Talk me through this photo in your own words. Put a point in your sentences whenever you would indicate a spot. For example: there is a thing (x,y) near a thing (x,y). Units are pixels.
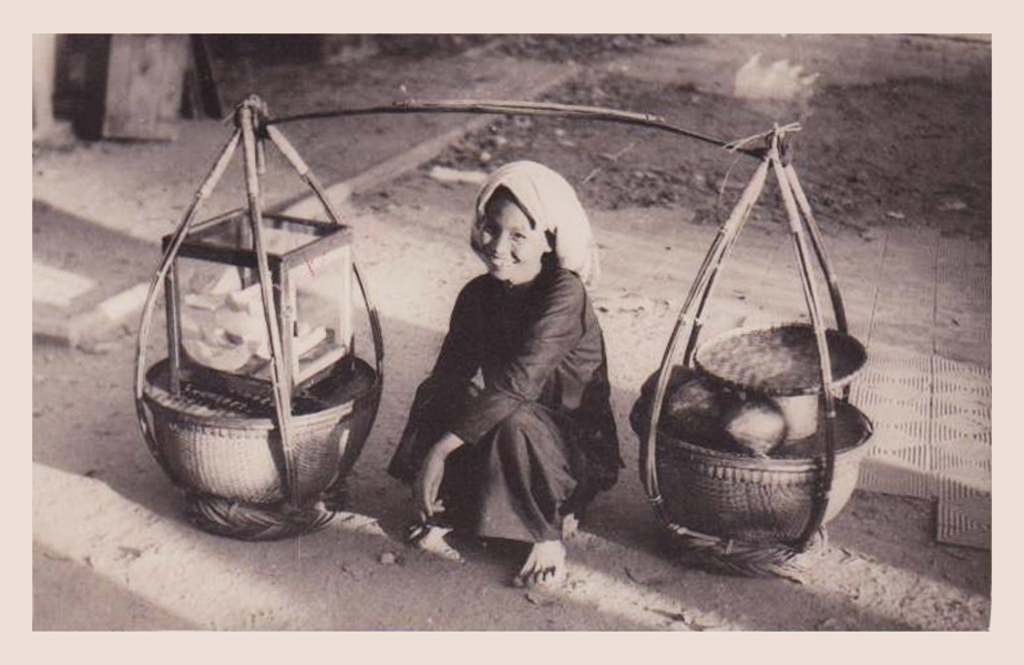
In this image I can see a person (510,309) is sitting. I can see the carrying pole (757,145) and few object (797,406) in it. The image is black and white.
